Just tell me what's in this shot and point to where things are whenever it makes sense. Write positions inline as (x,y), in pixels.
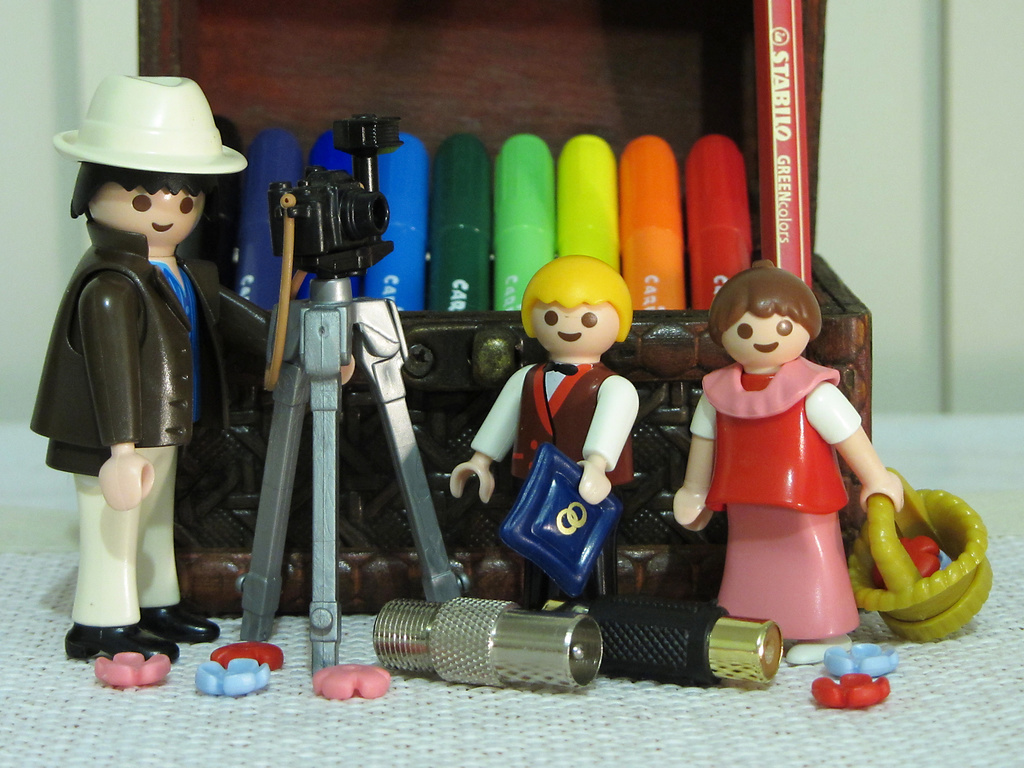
This picture contains toys (531,394) and a camera stand (329,647). The toy (719,506) in red and pink dress (807,496) is holding a green basket (954,511). Behind the toys (529,289), we see a brown box (684,251) in which color pencils (530,258) are placed. In the background (22,155), we see a white wall (901,351). This picture is clicked inside the room (198,660).
